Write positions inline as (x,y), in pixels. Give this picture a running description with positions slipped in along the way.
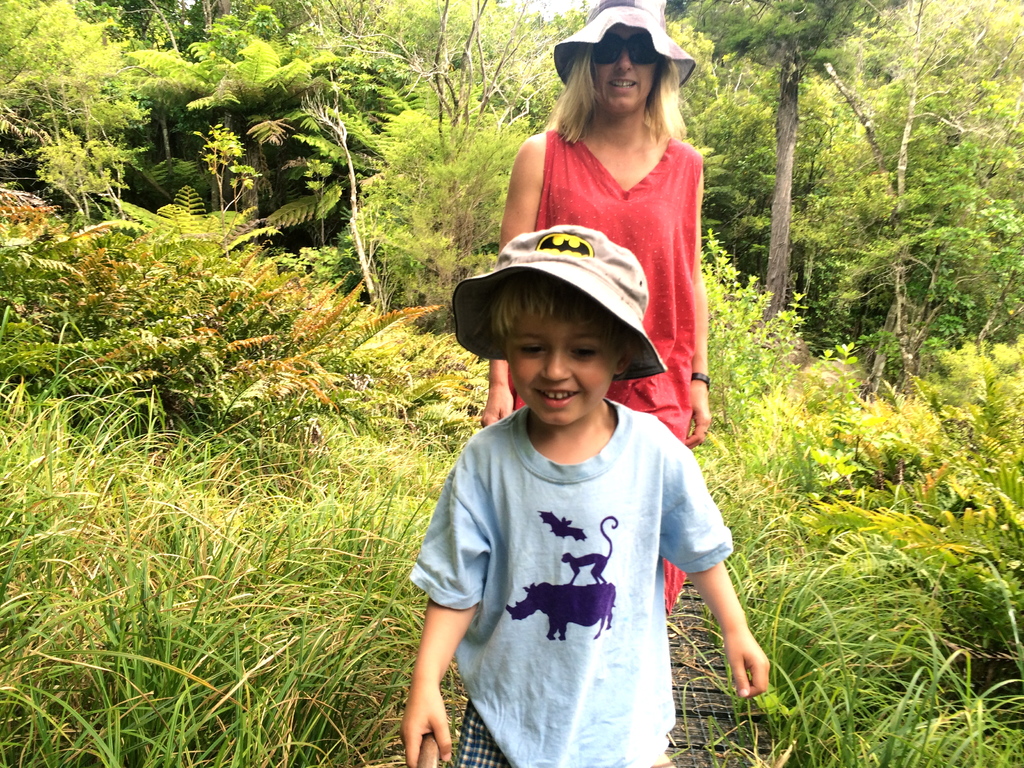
In the image there is a boy (528,506) and behind the boy (514,498) there is a woman (628,211), both of them are wearing hats (590,297) and around them there is a lot of greenery (58,32).
